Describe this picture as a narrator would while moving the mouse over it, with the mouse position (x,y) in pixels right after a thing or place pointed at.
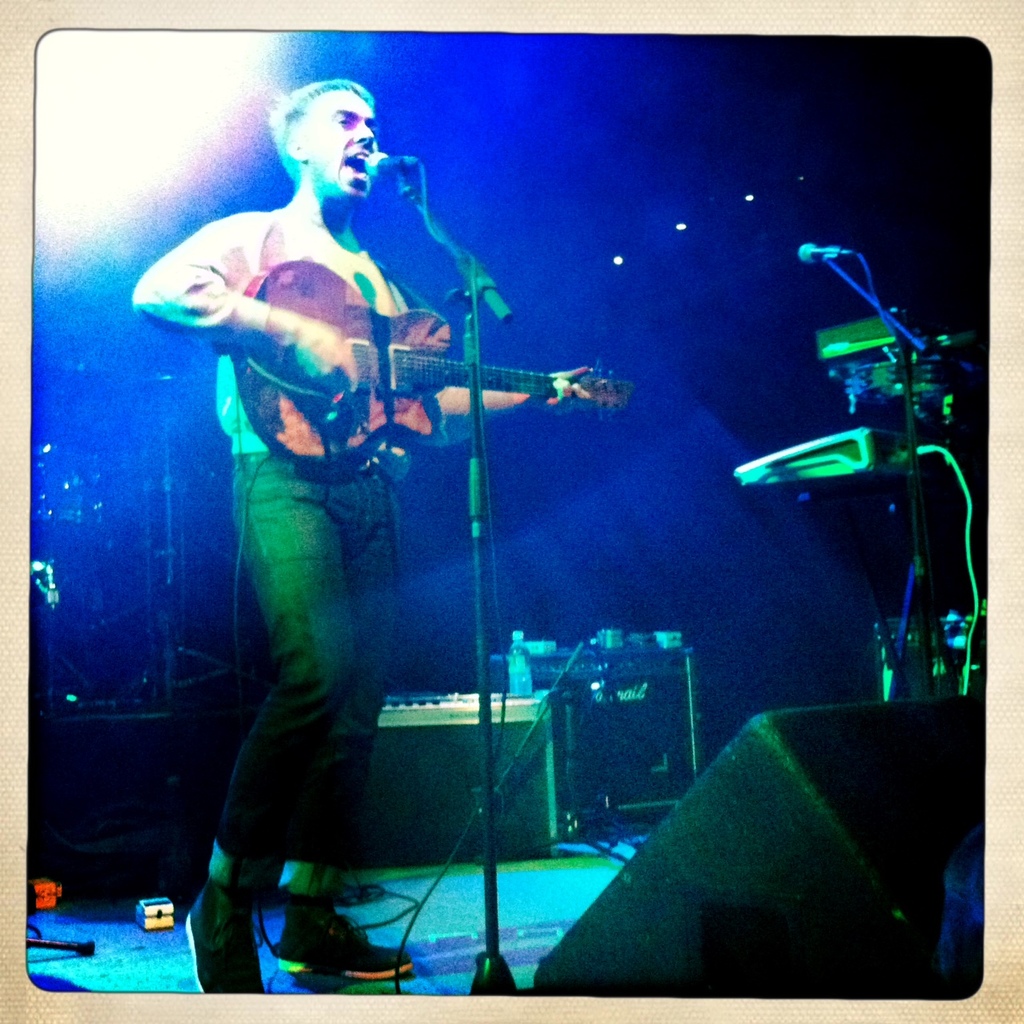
In this image I can see a person (337,175) standing and holding guitar (294,447) in his hands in front of a mike (490,716) looks like he is singing. Behind him I can see some objects (610,681), before him I can see a mike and some electrical devices (905,464). In the top left corner (85,74), I can see the light (83,83).
